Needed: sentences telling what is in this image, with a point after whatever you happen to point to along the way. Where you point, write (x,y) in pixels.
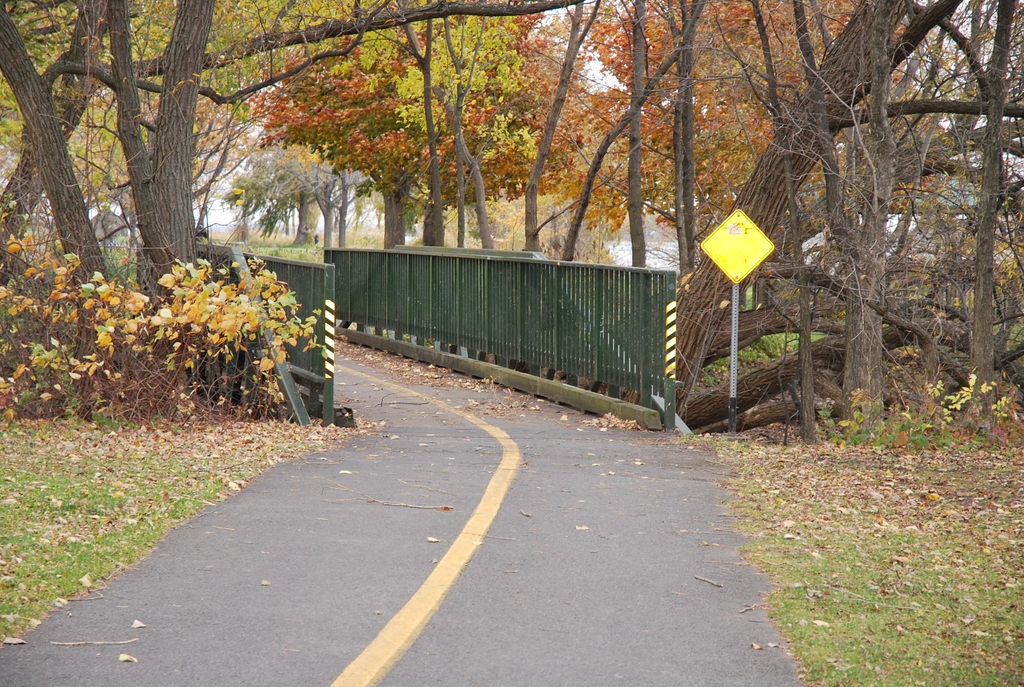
In this image we can see a road (477,560). On the sides of the road (421,381) there are railings (371,308). Also there are trees (677,105). And there is a sign board (755,253). On the ground (182,450) there is grass (842,586). Also there are dried leaves (55,423).
